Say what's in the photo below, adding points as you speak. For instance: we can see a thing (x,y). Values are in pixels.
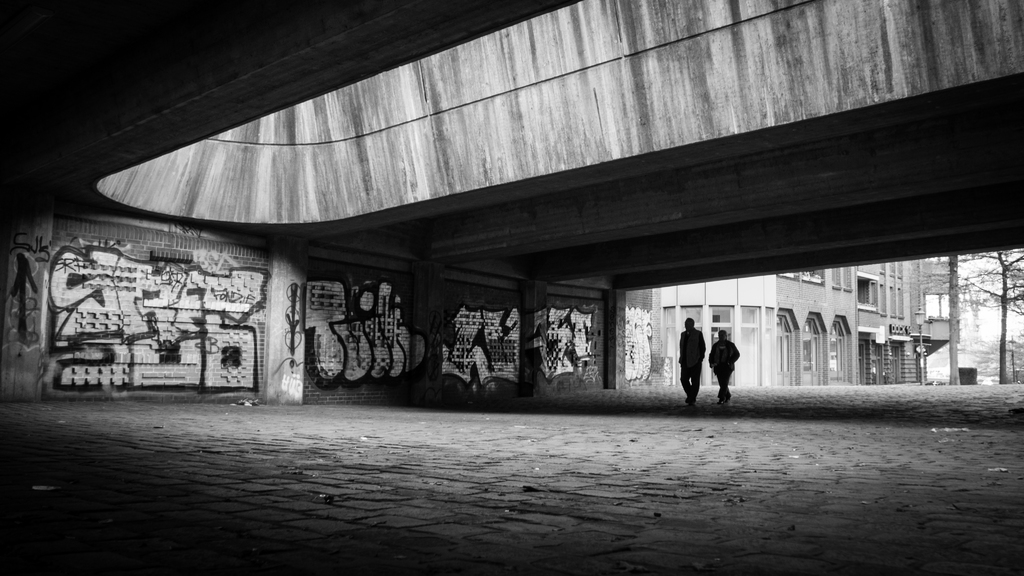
In this picture we can see couple of people (723,363), beside them we can find few arts (402,353) on the wall (511,334), in the background (753,359) we can see a building (824,345) and few trees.
